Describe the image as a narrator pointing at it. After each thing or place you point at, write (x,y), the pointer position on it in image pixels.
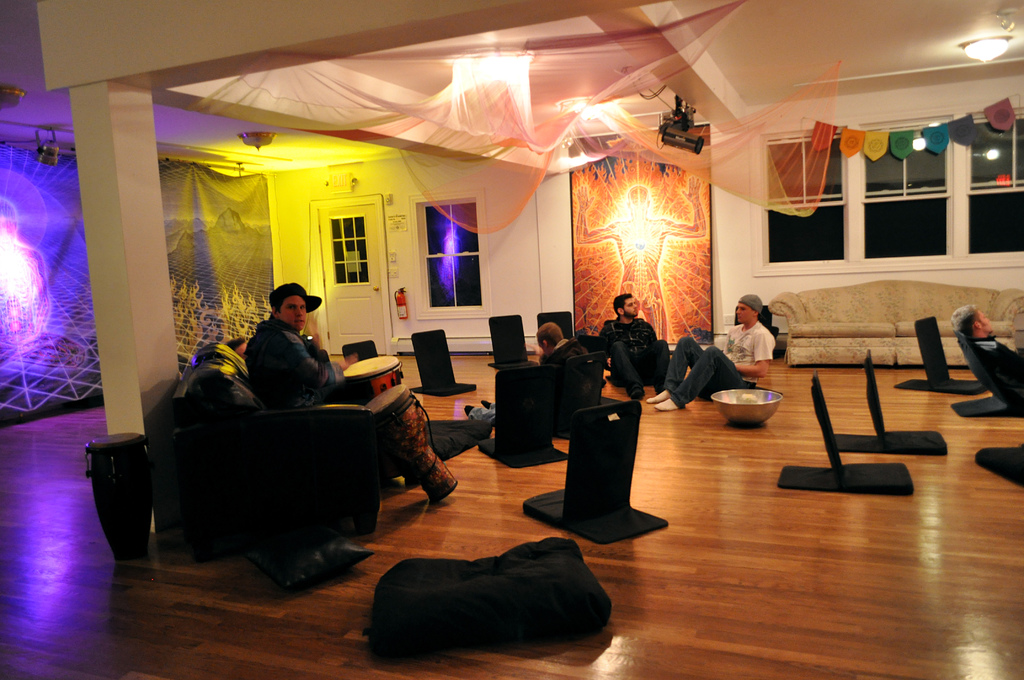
In this image we can see group of people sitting on floor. One person (300,334) wearing cap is sitting in a sofa (280,415), group of drums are placed on the floor (242,581). In the background (396,309) we can see a sofa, flags (939,138), some lights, a door (372,273), fire extinguisher (402,296) on wall (496,299) and a photo frame (657,298).
